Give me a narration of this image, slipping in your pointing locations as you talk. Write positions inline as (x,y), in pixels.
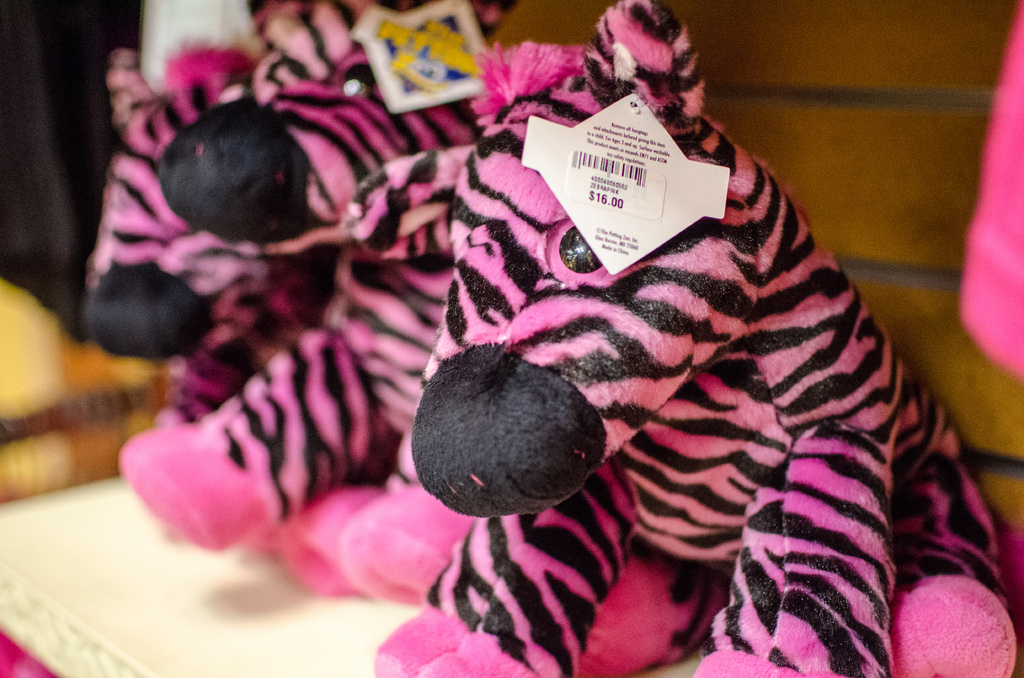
In this image there are a few dolls (366,337) on the shelves (232,635) with price tags (557,166), behind the dolls (542,240) there is a wall (785,143).
